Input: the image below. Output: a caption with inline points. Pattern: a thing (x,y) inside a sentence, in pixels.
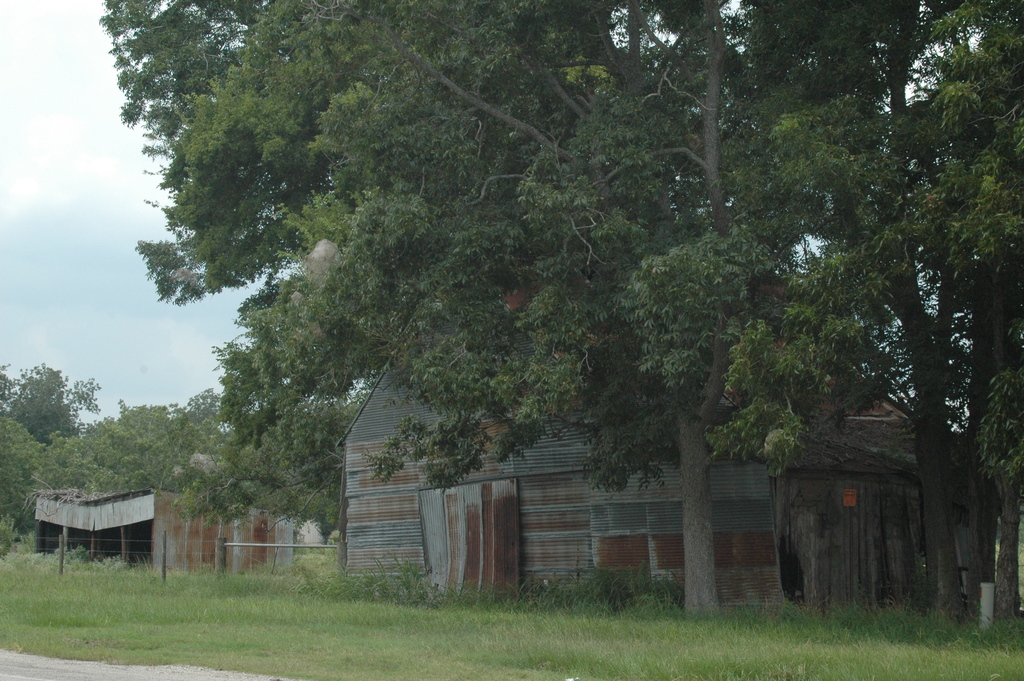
In this image I can see grass (330,635), sheds (83,530), trees (810,184), objects (291,546) and cloudy sky (69,245).
